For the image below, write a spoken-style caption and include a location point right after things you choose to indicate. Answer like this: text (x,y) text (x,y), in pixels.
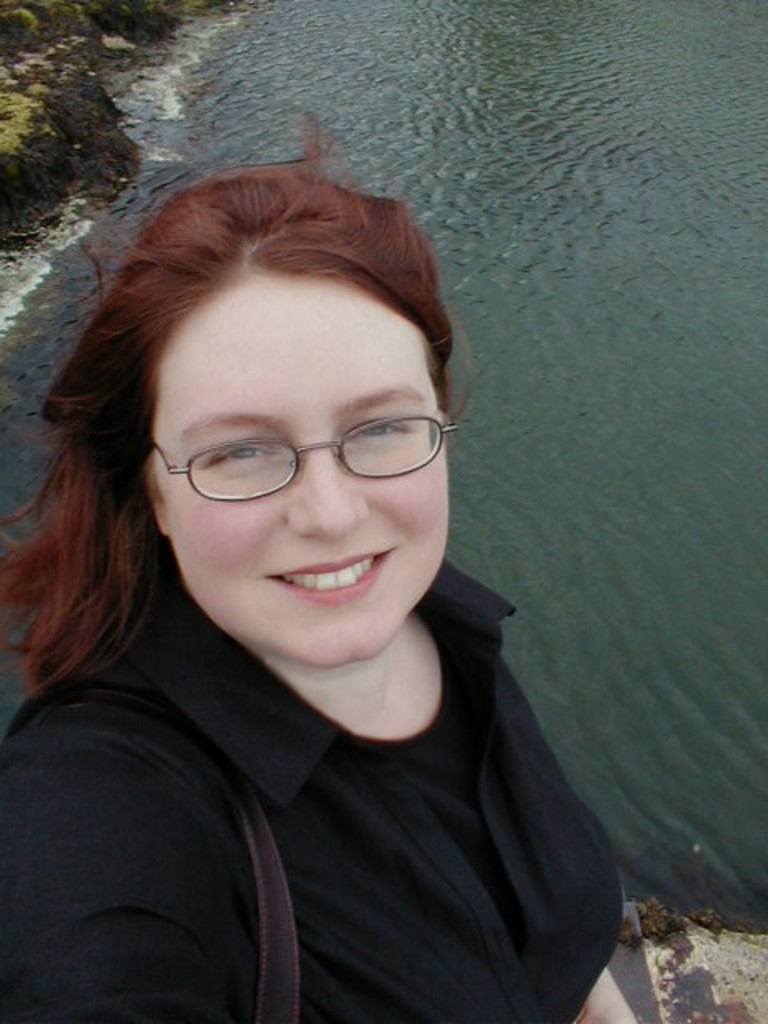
In this image we can see a lady (370,736) smiling. She is wearing a black shirt (391,843). In the background (624,619) there is water (599,527) and we can see rocks (92,103).
